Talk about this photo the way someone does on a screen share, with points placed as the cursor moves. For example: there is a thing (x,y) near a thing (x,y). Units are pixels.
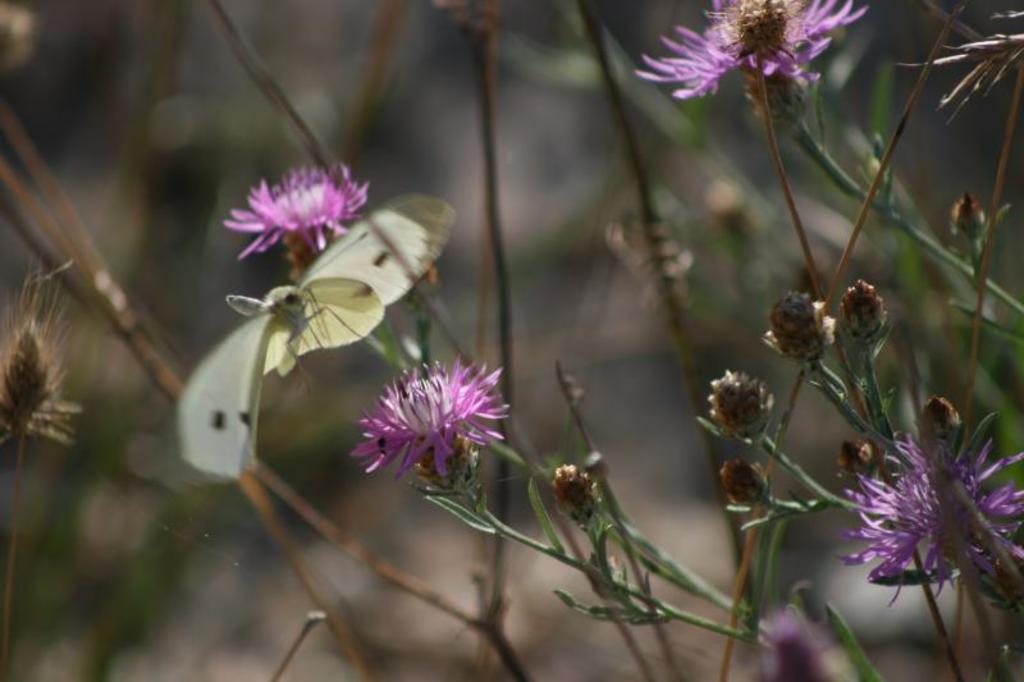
This image consists of flowers (483,389) in pink color. And we can see a plant (971,387). The background (349,102) is blurred.
